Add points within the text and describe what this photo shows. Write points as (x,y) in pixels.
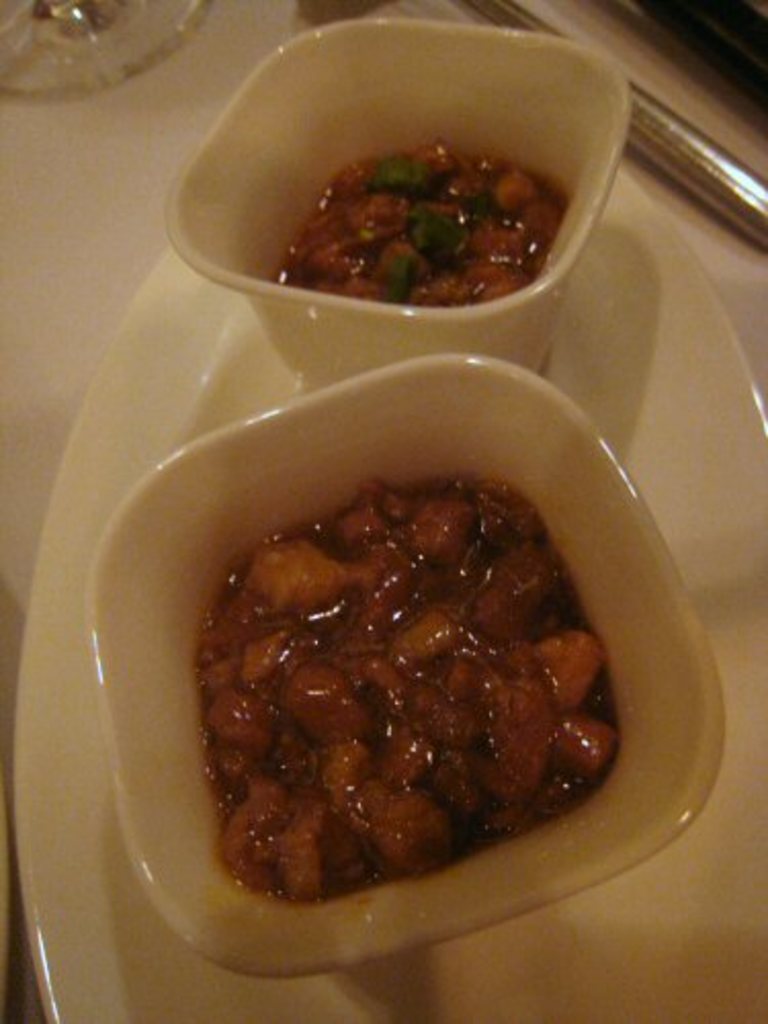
In this picture I can see food items (416,491) on bowls (369,461). These bowls (390,475) are on a white color plate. Here I can see some other objects (51,57) on a surface (84,259).
